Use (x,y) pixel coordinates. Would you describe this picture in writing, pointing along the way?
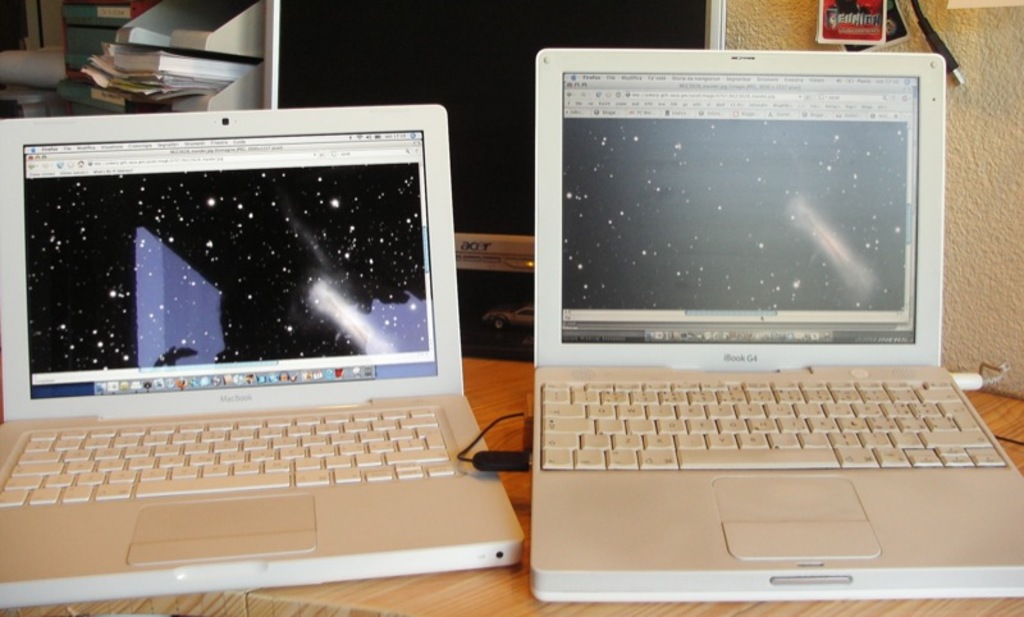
In this image I can see a two laptop (412,254). They are in white color. Laptop (668,383) is on the table (1008,428). Back I can see papers (183,65), screen (297,49) and some objects (240,43). The wall (906,48) is in cream color.
